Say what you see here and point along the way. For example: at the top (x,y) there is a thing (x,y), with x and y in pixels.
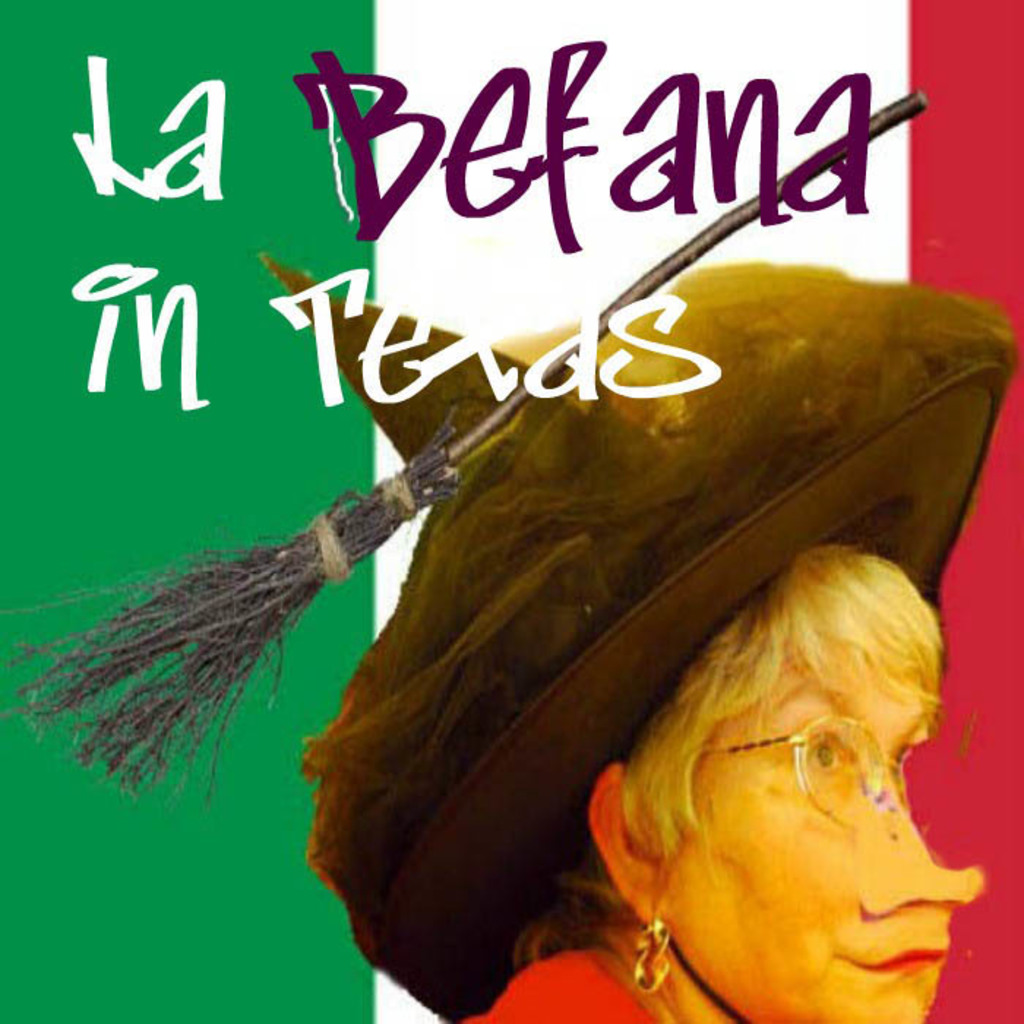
This is a poster of a lady (665,752) wearing specs (831,728), hat (664,601). On the hat (485,455) there is a broomstick (428,497). On the image something is written.
